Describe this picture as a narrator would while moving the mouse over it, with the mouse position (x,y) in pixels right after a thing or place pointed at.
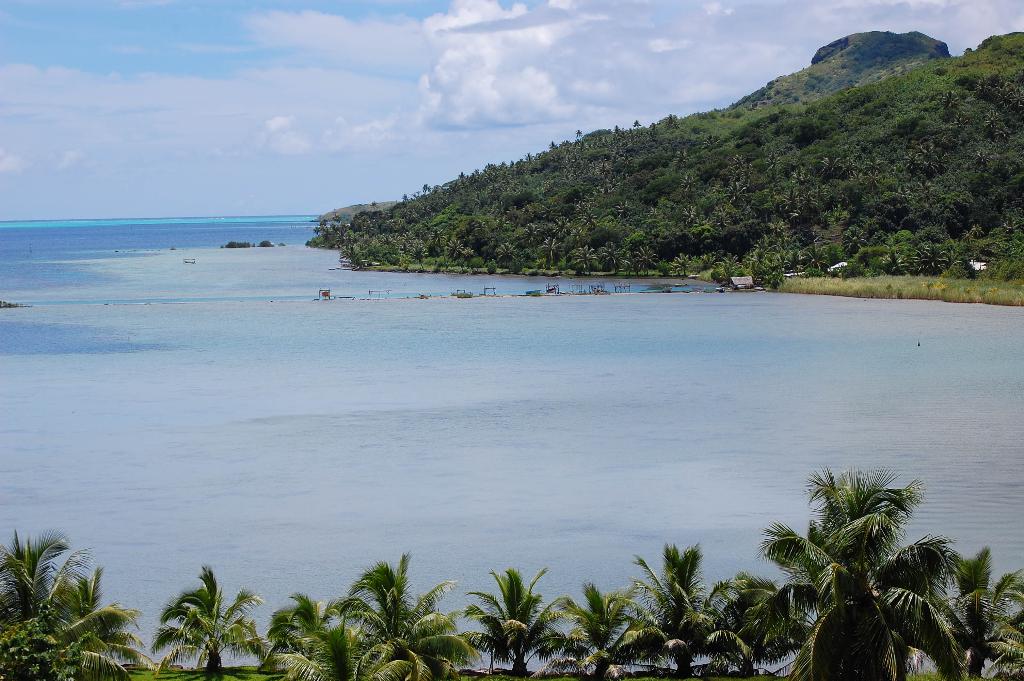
In the foreground of the picture (402,578) there are trees (796,610). In the center of the picture (403,324) there is a water body (176,259). In the background (615,166) there is hill (747,157) covered with trees (795,230). Sky (783,35) is partially cloudy.
